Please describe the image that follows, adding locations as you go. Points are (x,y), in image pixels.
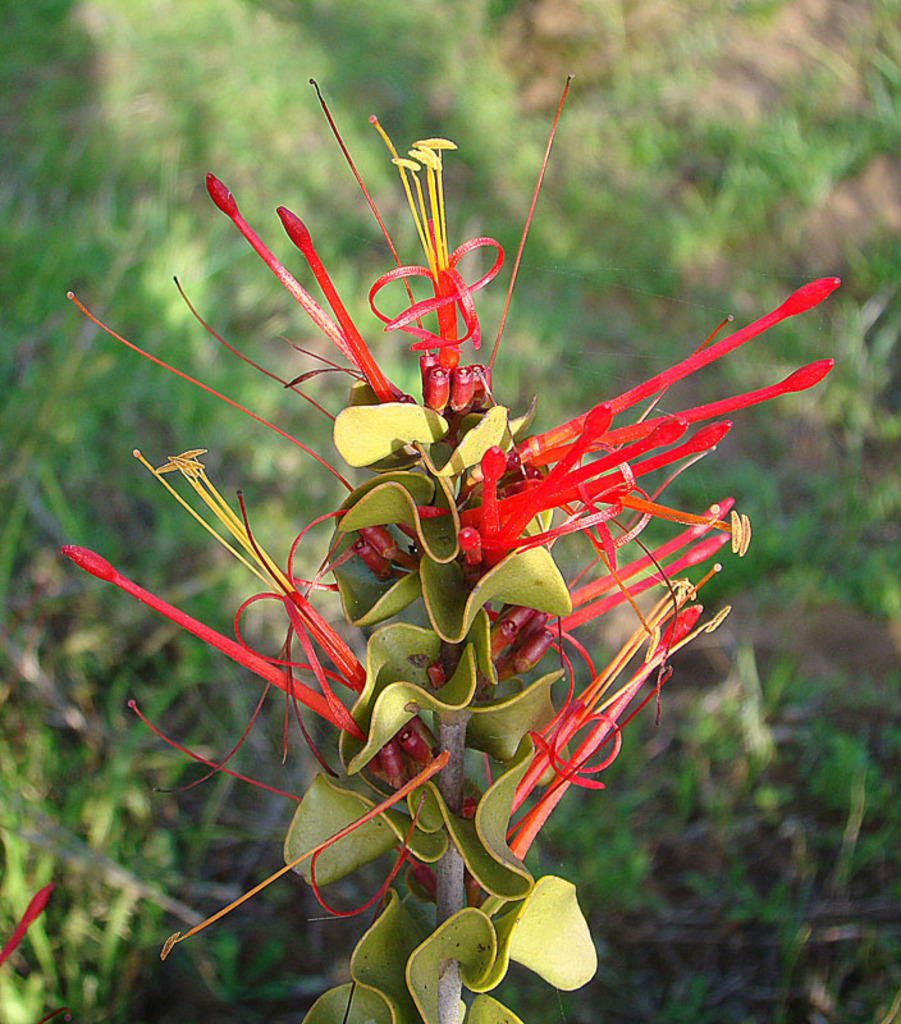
In this picture I can see some red buds (722,421) on the plant (507,656), beside that I can see some green leaves (470,626). In the back (813,60) I can see the grass (63,107) on the ground (73,608).
